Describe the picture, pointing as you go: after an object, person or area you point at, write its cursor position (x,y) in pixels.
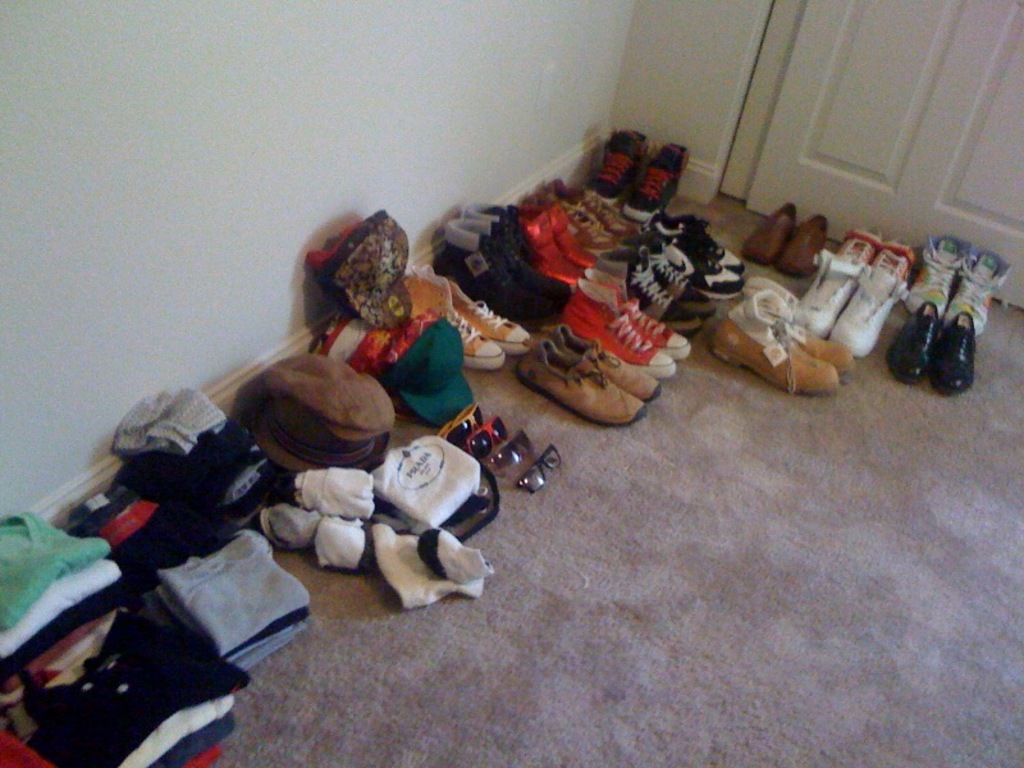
In this image, there are clothes (138,586), goggles (468,444) and footwear (496,322) on the surface (690,505). At the top of the image (420,131), there is a wall (430,90) and door (901,84).
